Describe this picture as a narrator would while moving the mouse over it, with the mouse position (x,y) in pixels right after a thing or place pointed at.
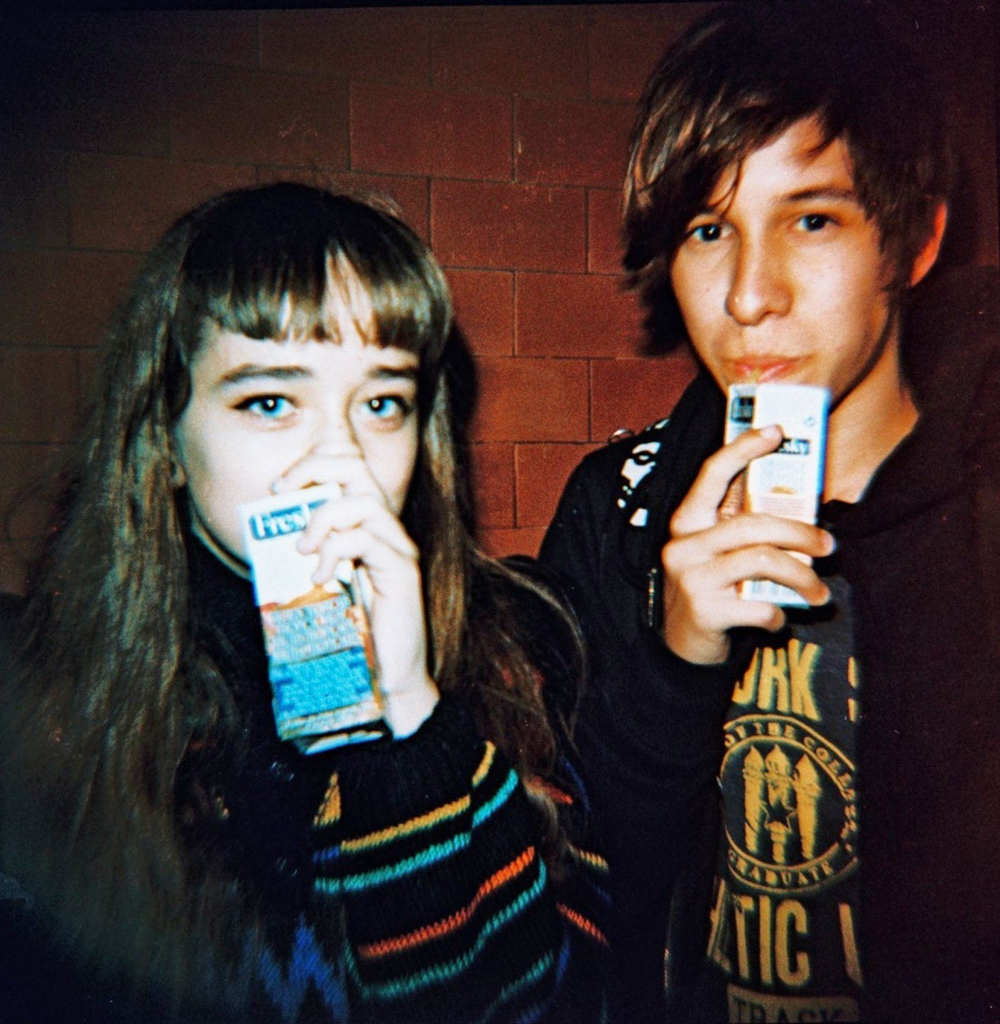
In this picture we can see a wall (468,100) on the background (559,108) with red colour. On the right side of the picture (885,684) there is man (851,763) standing wearing a black Shirt (847,680) and a black jacket (917,695). Beside him there is a pretty women (108,520) with a long hair (136,551) wearing a sweater (464,912), holding a juice drink (296,653) in her hands (403,657). This is a straw (756,374).
